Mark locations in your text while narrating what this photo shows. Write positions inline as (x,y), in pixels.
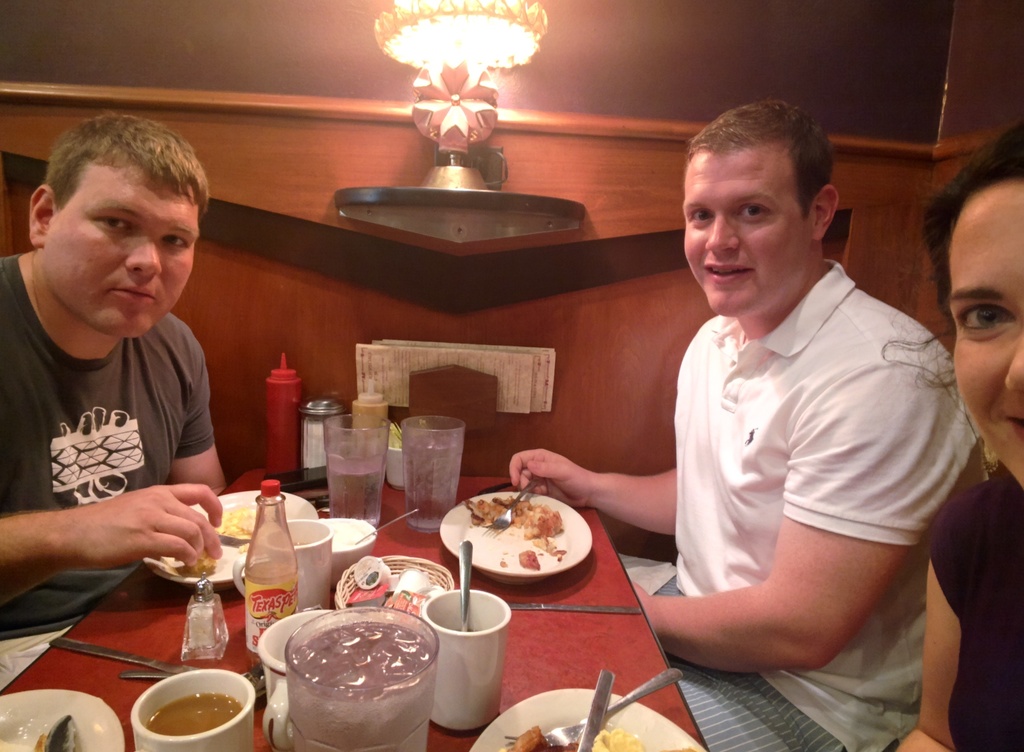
In this image, there are three persons (920,465) sitting. At the bottom of the image (318,734), I can see the glasses (370,505), a bottle (253,561), cups (482,617), plates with food items (601,737), sauce bottles (294,411), forks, knives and few other things (375,595) on a table (535,657). In the background (465,312), I can see a paper holder (468,403) and a lamp (475,92) attached to the wooden wall (252,160).
